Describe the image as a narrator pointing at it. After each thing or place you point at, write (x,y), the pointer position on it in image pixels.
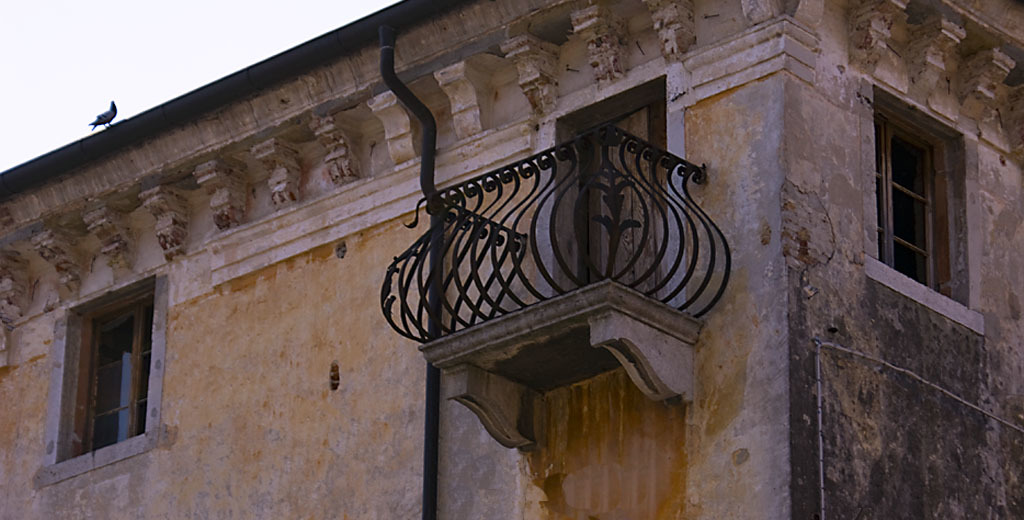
This image consists of a building (194,283) along with windows (902,190) and a door (658,181), near the door (570,211) there is a railing (526,286). And there is a pigeon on the wall (142,122).
